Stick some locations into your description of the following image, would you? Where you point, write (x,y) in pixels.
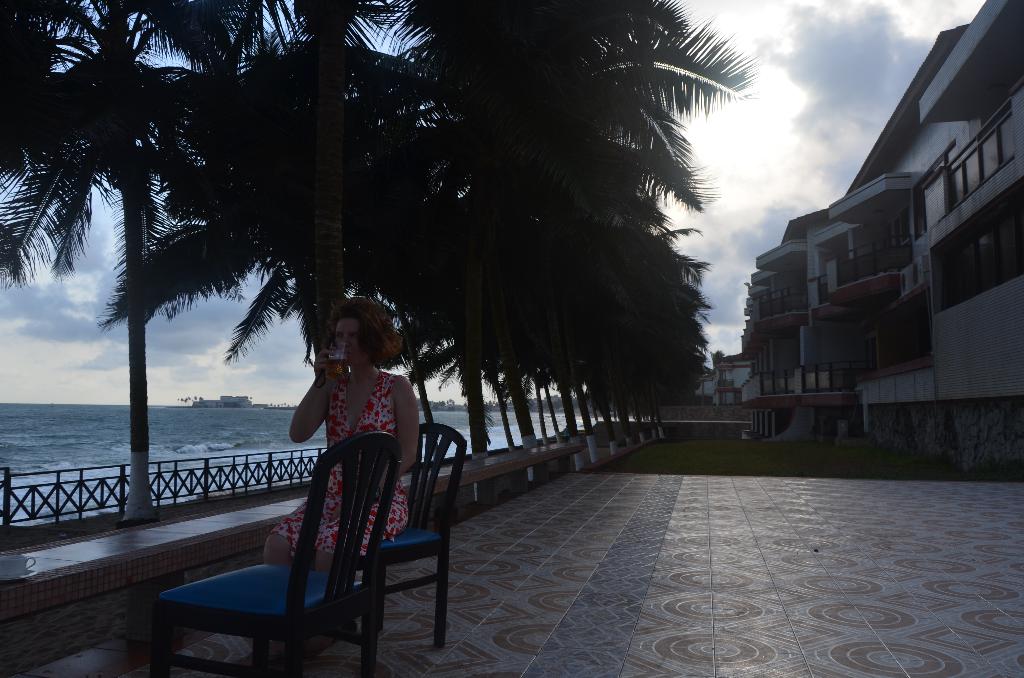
A lady (328,424) wearing a floral dress (369,398) is sitting on a chair (398,550), holding glass (336,374) and drinking. There is another chair (269,581) next to her. There are buildings (798,315), trees (552,274), sky (82,355), water (45,414) on the background (40,417).
